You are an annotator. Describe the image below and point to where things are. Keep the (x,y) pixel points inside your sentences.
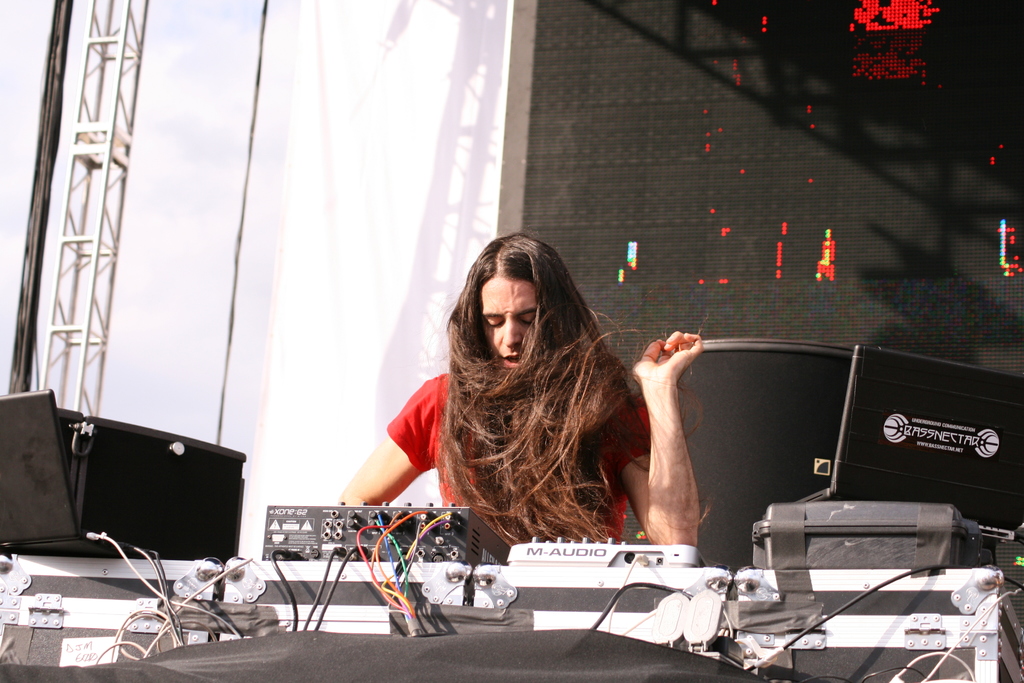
In this image I can see a person (569,447) wearing red colored dress (439,442) and I can see few electronic equipment (339,538) in front of him. I can see few wires (339,555) and a black colored object (121,478) in front of him. In the background (635,233) I can see a screen (721,130) which is red and black in color, the white colored cloth (322,212) and the sky (188,189).
